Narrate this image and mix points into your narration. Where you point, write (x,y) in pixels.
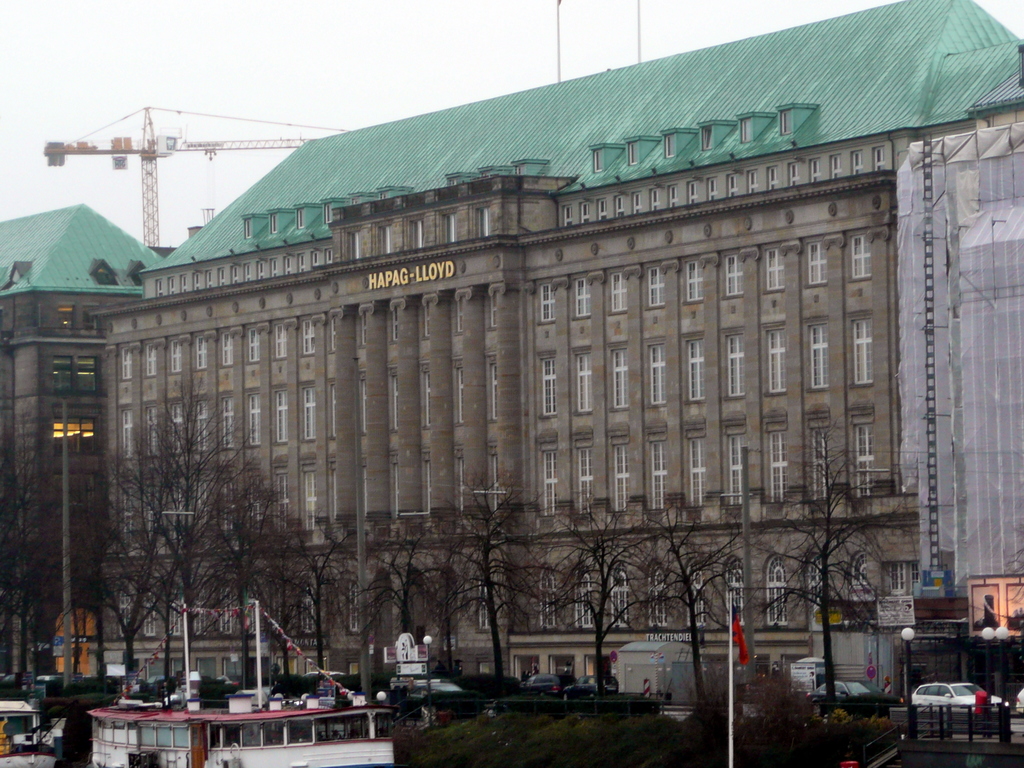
In this image in the middle (566,473) there are buildings (508,451), trees (460,605), boats (134,725), vehicles (568,680), poles (731,659), street lights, flag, tower (149,110) and sky (287,102).
